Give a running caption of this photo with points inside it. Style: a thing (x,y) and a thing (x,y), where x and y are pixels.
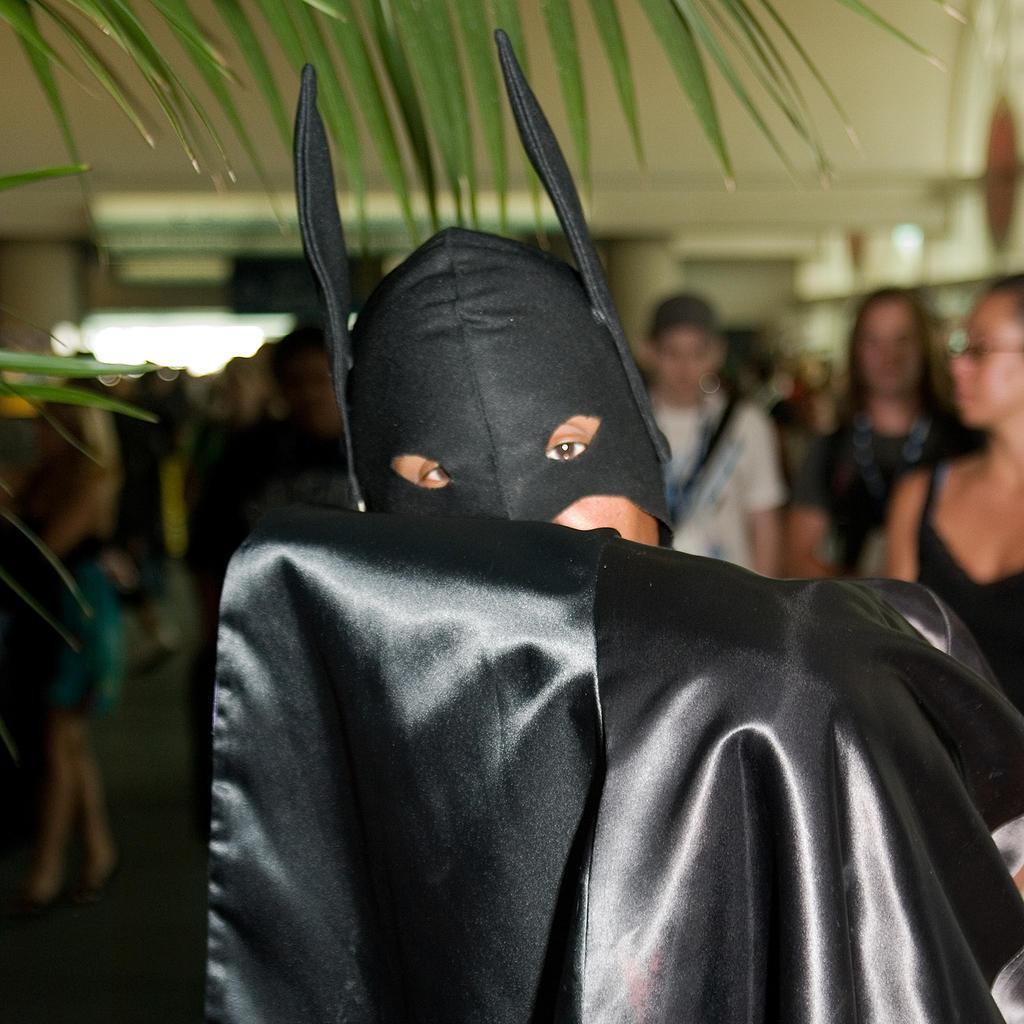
In the foreground of the picture (464,488) there is a person (448,642) in batman costume (697,617). At the top (448,51) there are palm tree leaves (449,88). The background (110,731) is blurred. In the background (285,359) there are people (337,416). At the top (106,133) in the background (849,90) it is wall (949,109).
